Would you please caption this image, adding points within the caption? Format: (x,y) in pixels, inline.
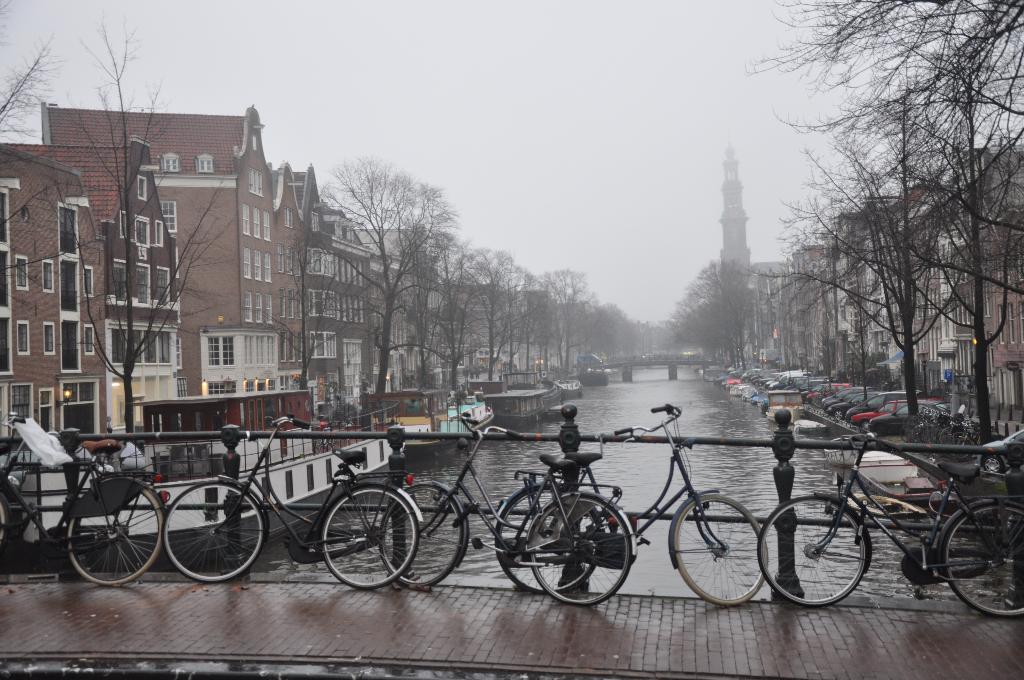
In this picture we can see there are bicycles (554,548) and iron grilles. Behind the bicycles (203,540) there are boats (597,385) on the water (564,398). On the right side of the boats (426,400) there are vehicles (843,388) parked on the road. Behind the boats (757,398) there is a bridge (628,380). On the left (220,375) and right side of the boats (542,395) there are trees (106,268) and buildings (285,206). Behind the buildings (278,205) there is the sky (403,43).
